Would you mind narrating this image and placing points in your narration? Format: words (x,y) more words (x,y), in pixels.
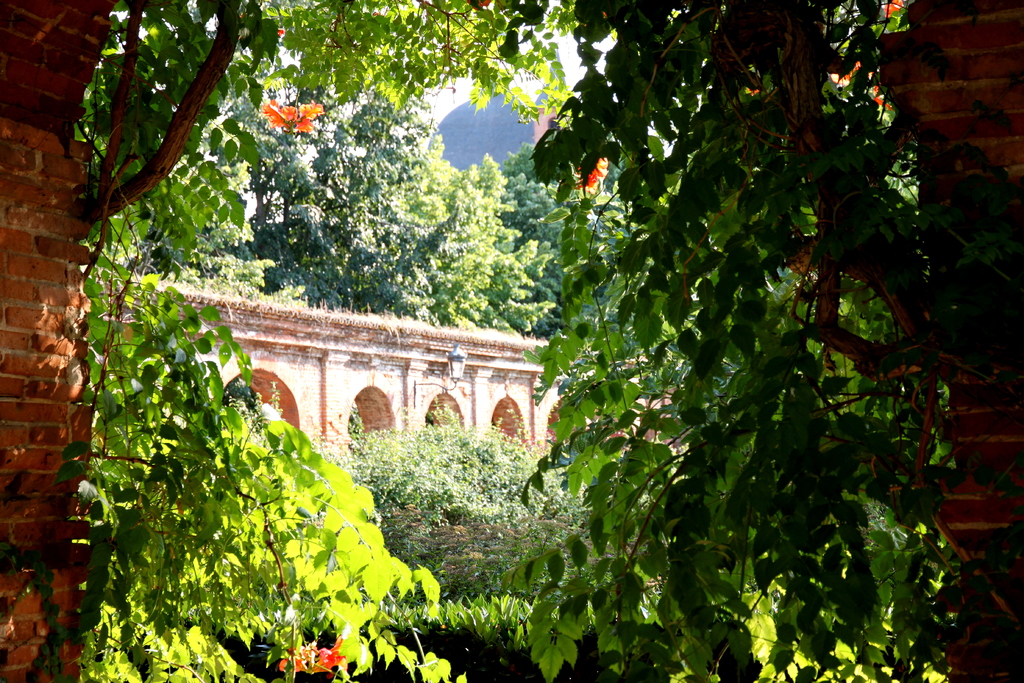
In this picture I can see trees (647,294) and looks like a bridge (329,390) in the back (294,330) and I can see brick wall (3,402) on the left (10,190) and right side of the picture (1004,7) and a light (453,363).
